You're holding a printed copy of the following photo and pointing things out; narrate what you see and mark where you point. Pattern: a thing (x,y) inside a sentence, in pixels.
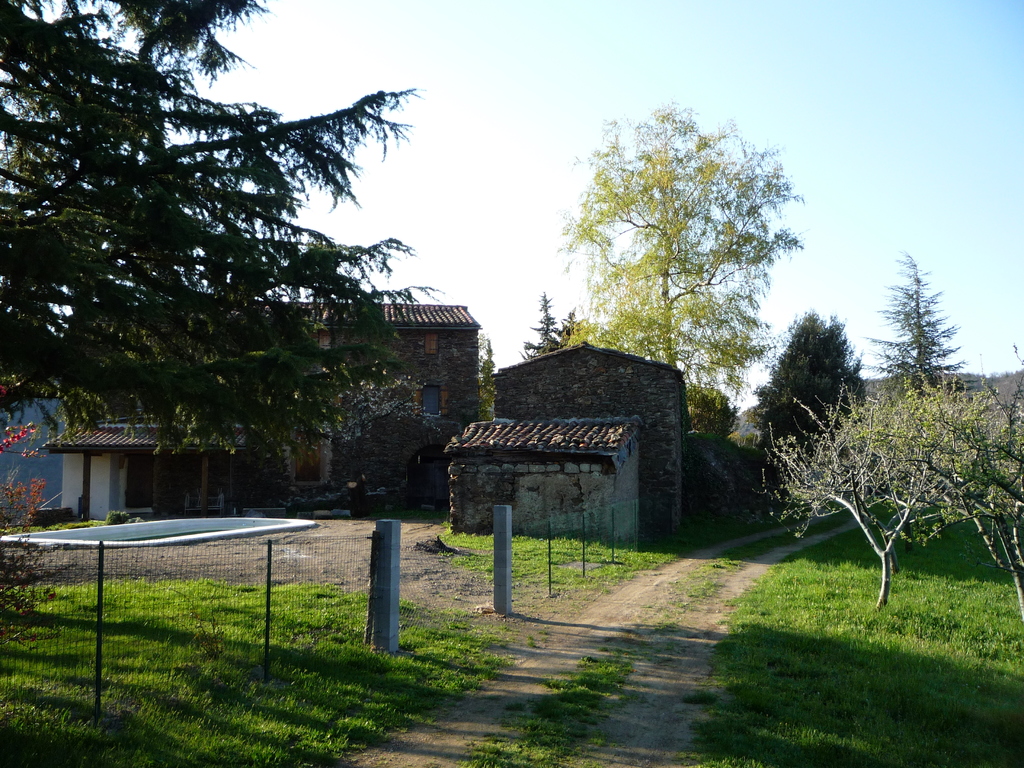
In this image we can see houses (401,307), trees (290,352), fencing (101,623), grass (959,573) and we can also see the sky (356,144).
